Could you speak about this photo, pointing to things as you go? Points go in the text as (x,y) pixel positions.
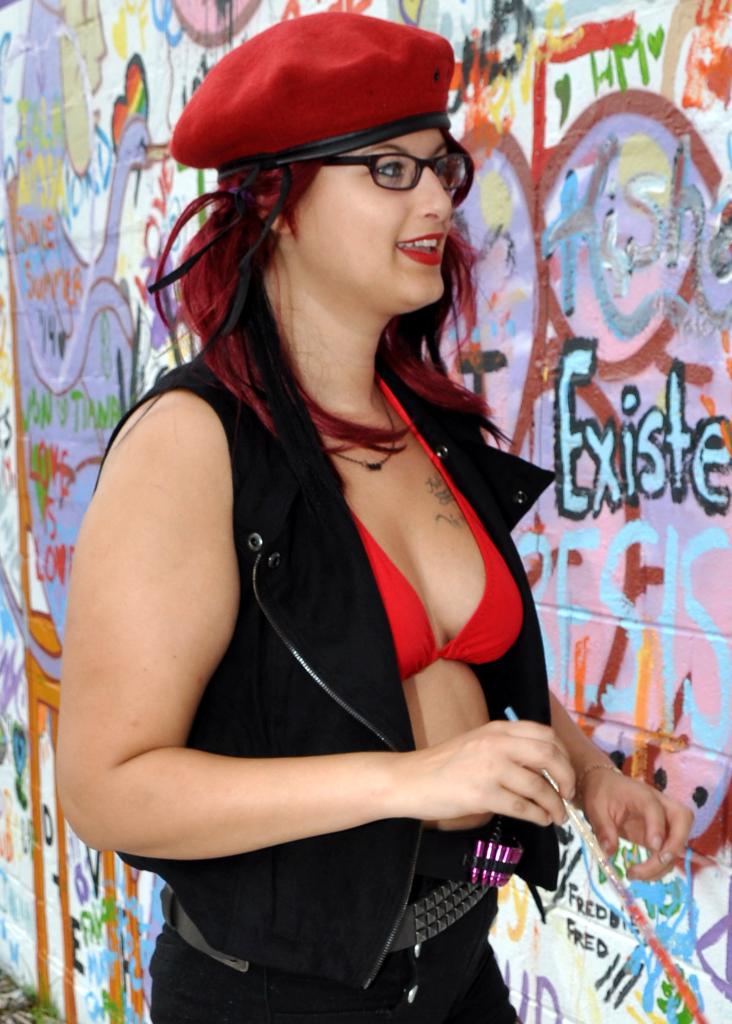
In this image in front (677,819) there is a person (265,511). Behind her there is a wall (656,229).
